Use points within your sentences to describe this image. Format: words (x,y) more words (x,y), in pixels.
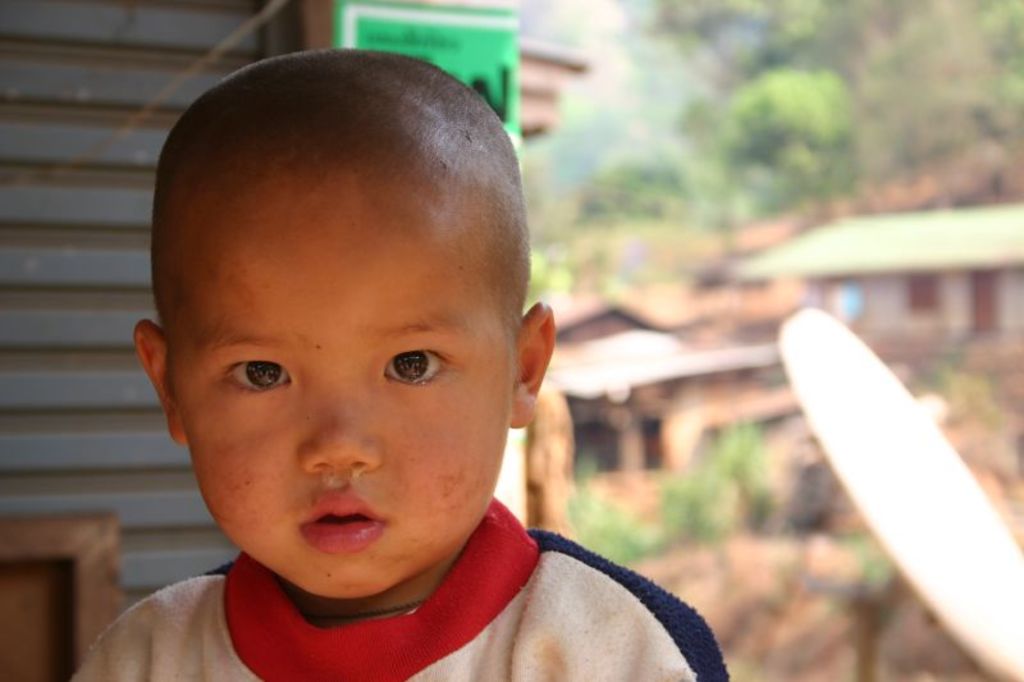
In this image there is a boy (318,523) in the front (338,527). In the background (708,187) there are trees (745,148), buildings (642,372) and plants (674,501).
